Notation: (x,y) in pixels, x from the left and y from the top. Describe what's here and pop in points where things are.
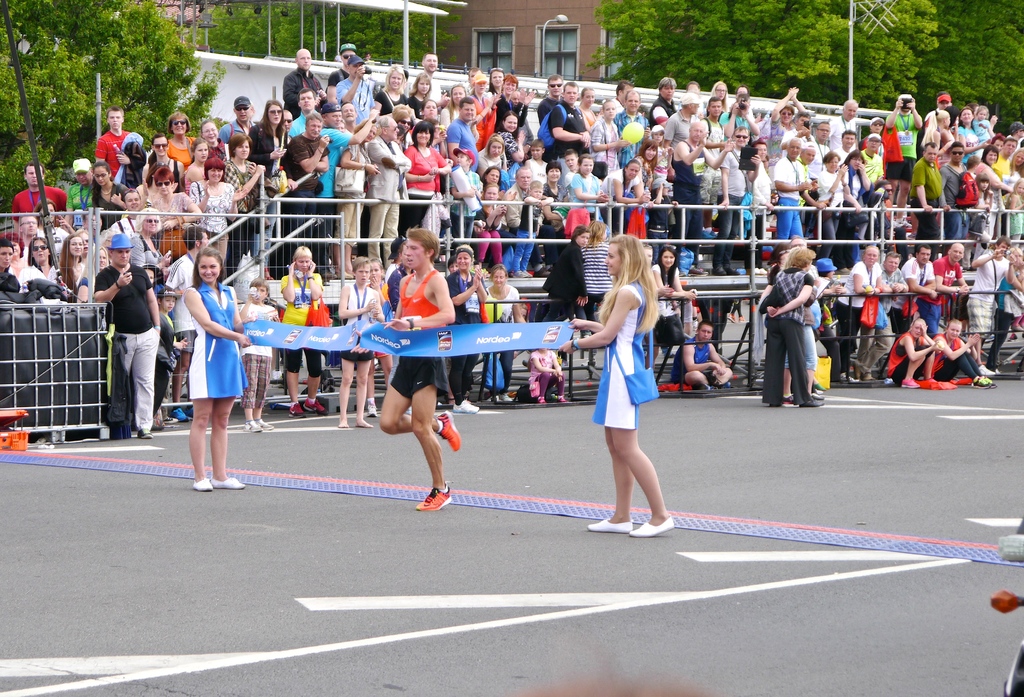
In this image we can see some people (651,474) on the road (970,621). In that three people (229,348) are holding a ribbon (510,349) having some text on it. On the backside (676,357) we can see a group of people (587,231) beside the metal fence (527,301), some poles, a metal grill (56,387), some people (547,371) sitting, a group of trees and a building (473,25) with windows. On the right side (991,603) we can see some parts of a motor vehicle (1020,607).
